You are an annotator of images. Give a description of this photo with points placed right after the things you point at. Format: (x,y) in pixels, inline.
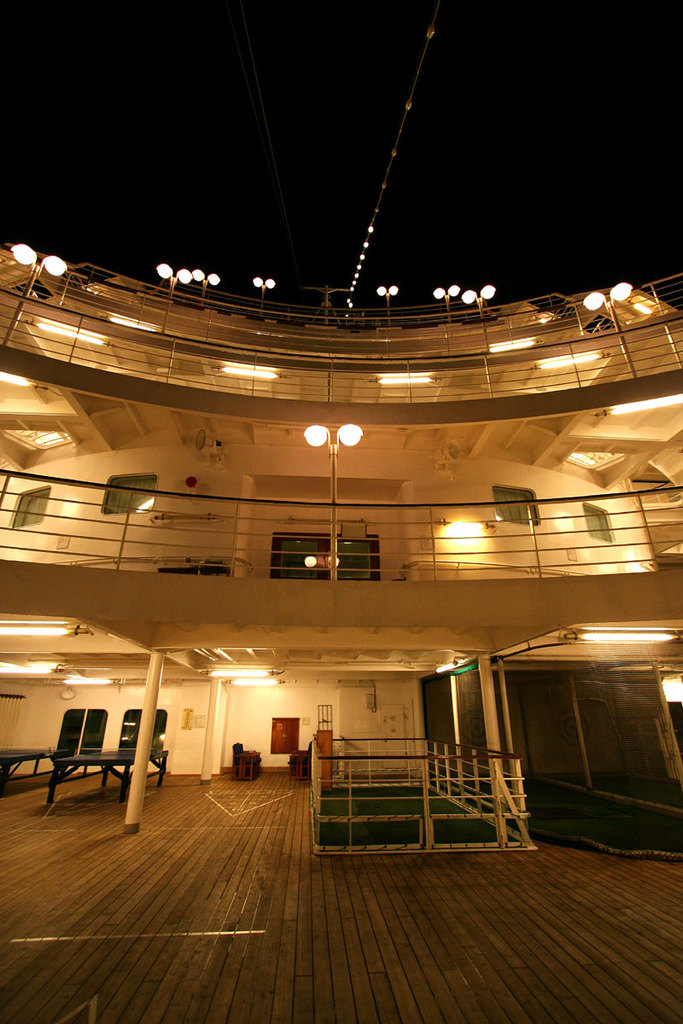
In the picture we can see a building (65,655) with three floors (468,413), on the ground floor (489,966) we can see some pillars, tables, chairs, lights (96,677) and on the first floor (212,589), we can see a railing (495,558) and a pole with lights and on the third floor (226,330) we can see railings (388,319) and lights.
